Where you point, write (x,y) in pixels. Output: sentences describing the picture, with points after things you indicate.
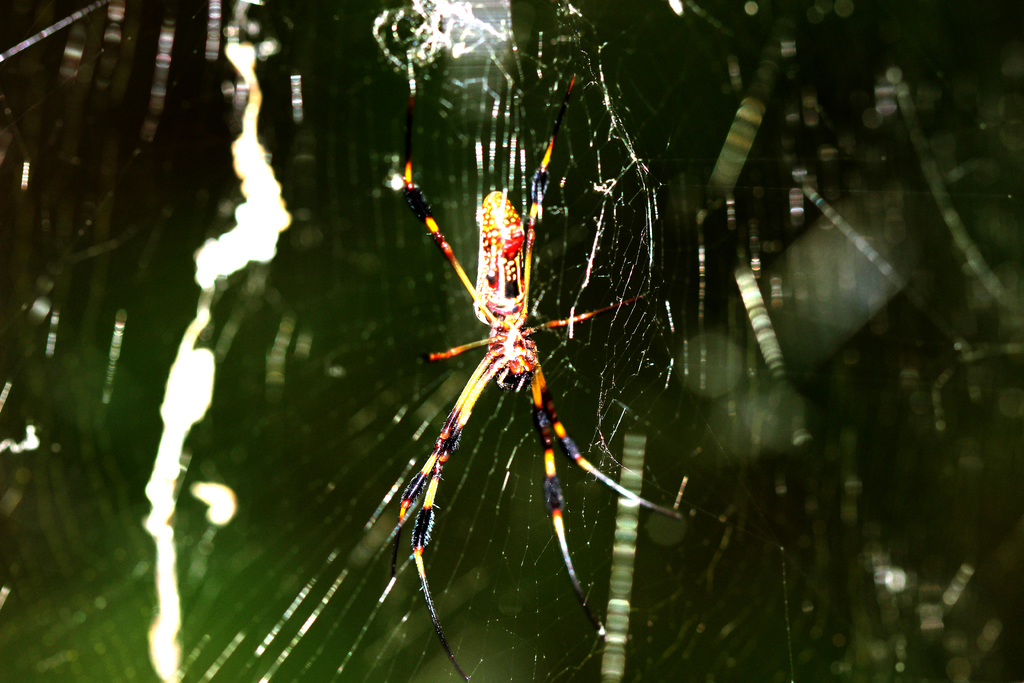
In this picture we can see a spider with web (88,12). In the background (760,457), the image is blurred.
